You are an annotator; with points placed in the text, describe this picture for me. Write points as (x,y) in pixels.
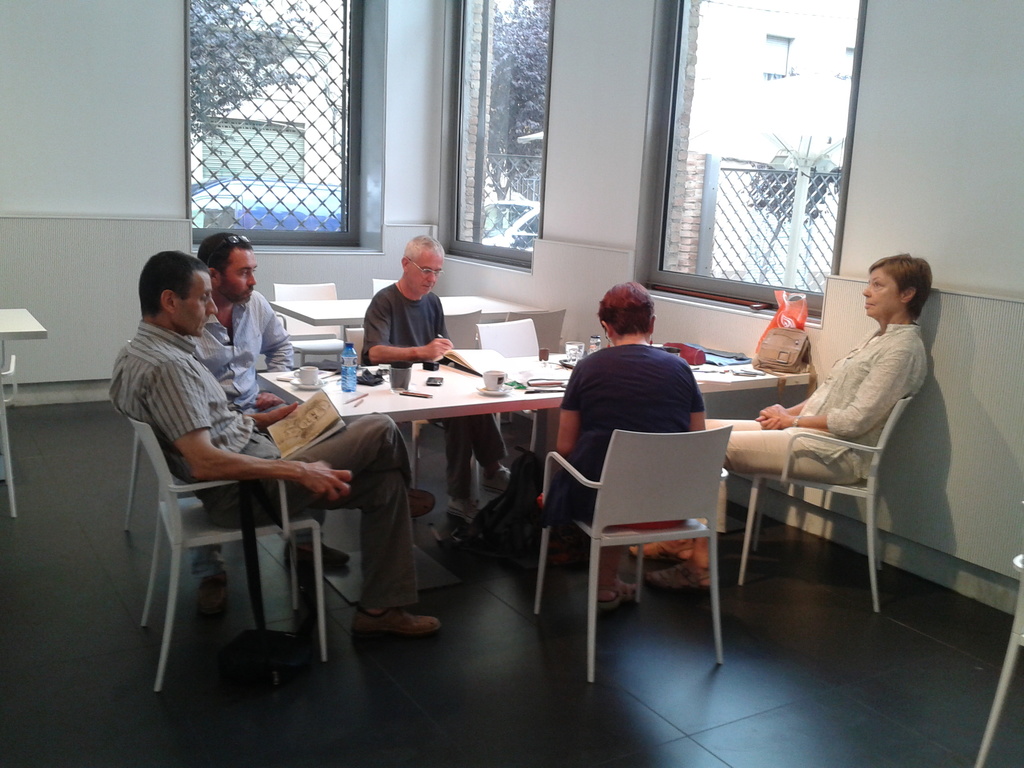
In this image I can see some people (218,363) sitting around the table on which we can see some papers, books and other objects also there are some windows (339,126) in the middle of wall (91,63).
